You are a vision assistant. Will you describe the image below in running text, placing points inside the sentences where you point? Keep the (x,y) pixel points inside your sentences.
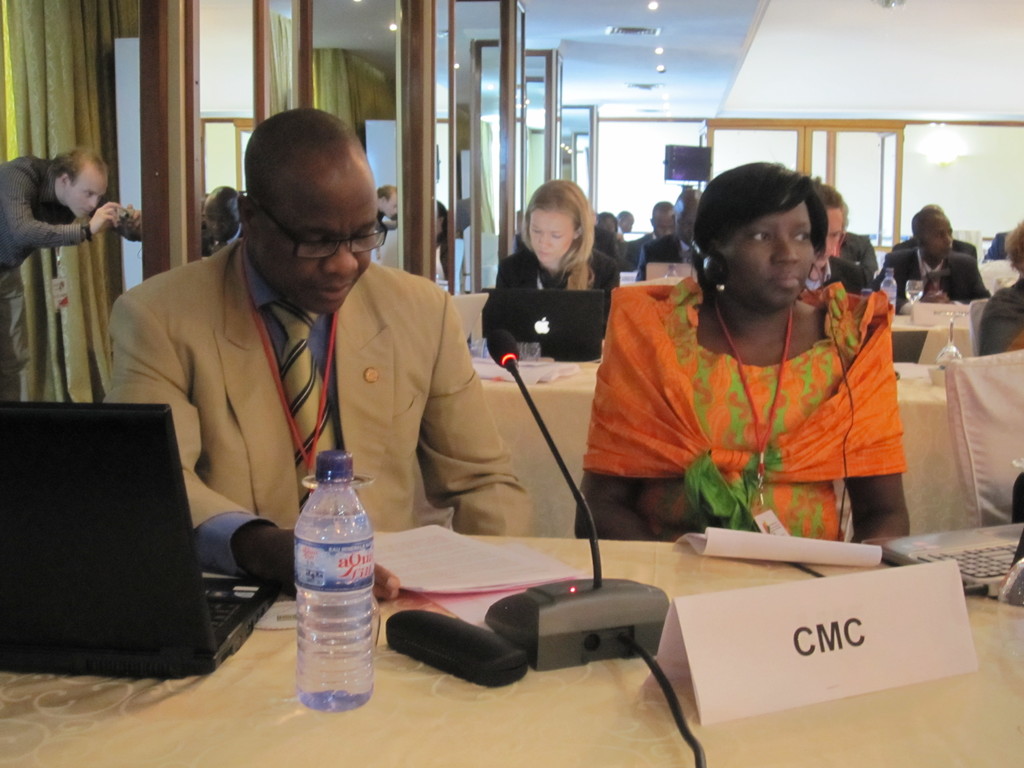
In the image there are few men (388,343) in suits (402,348) and women (755,413) sitting in front of table (984,605) with laptops (180,595), mics (645,651), water bottles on it, this seems to be a conference, there are doors (440,108) on the left side (283,84) and lights (952,141) over the ceiling (852,98) and a man (28,219) standing and taking pictures on the left side (46,177).
